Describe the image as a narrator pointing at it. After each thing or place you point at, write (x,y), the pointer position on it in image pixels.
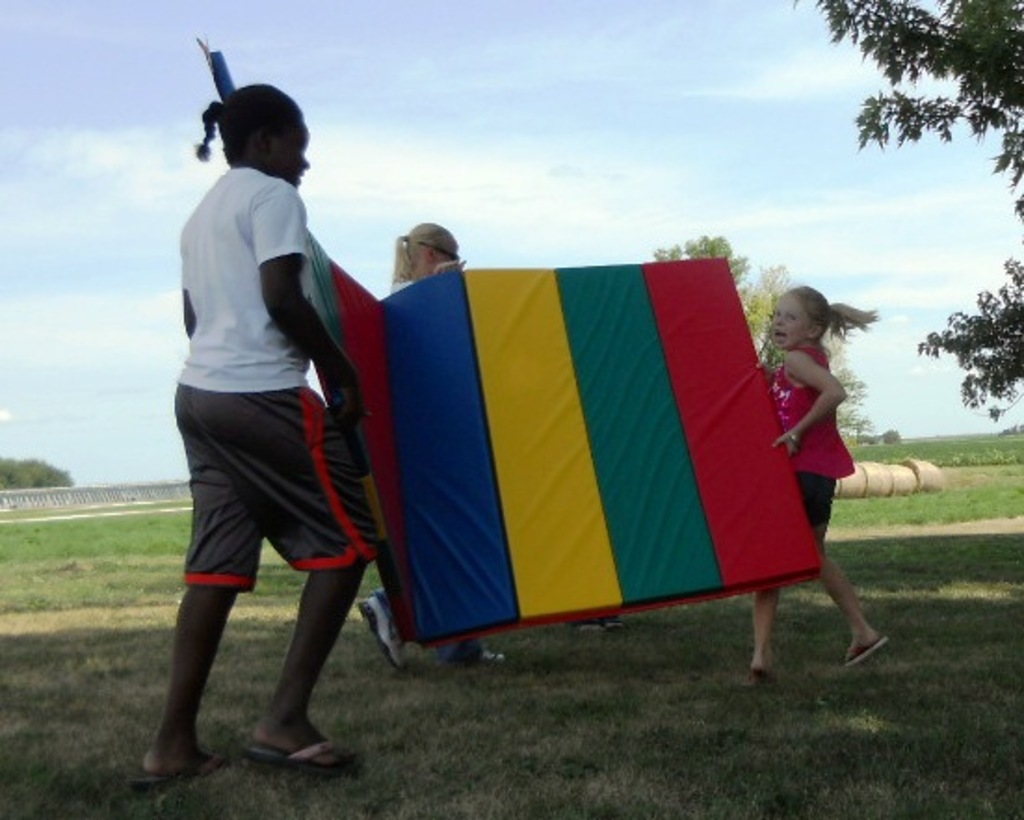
In this image I can see three people (346,444) holding an object (432,605) which is in red, green, yellow and blue color. In the background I can see many trees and few objects (881,493) on the ground (851,564). I can see the clouds (186,162) and the sky (178,160).
